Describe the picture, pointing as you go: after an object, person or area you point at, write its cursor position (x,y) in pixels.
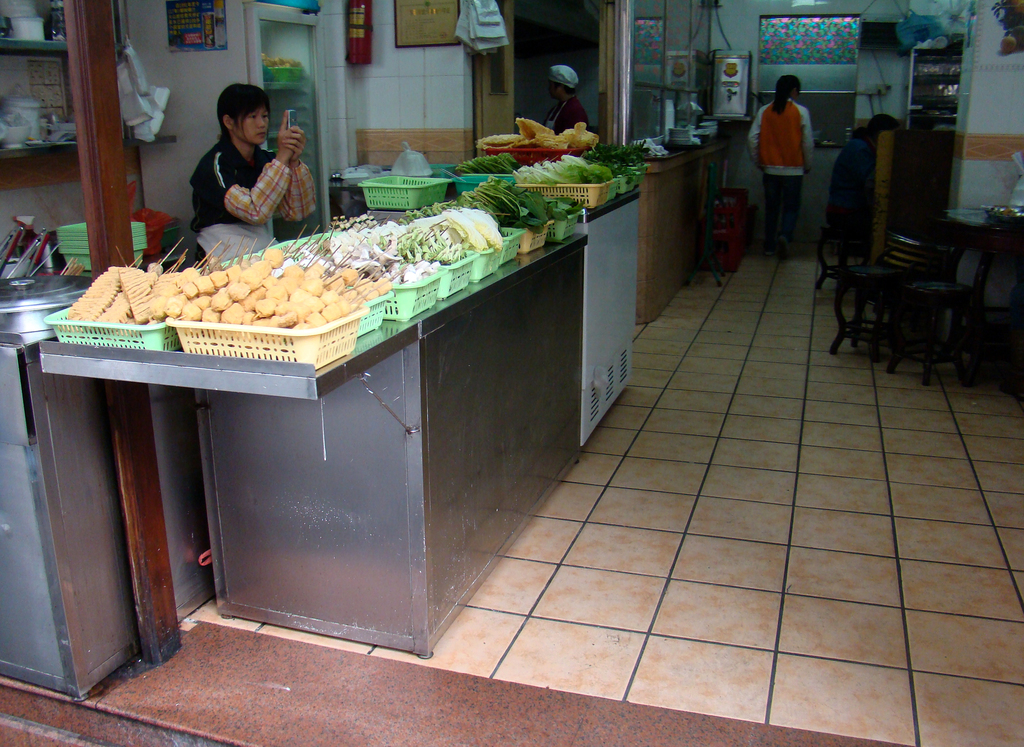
In this picture there is a lady (215,229) who is sitting at the left side of the image (289,200) by holding a cell phone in her hand (279,154), there are chairs (963,369) and table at the right side of the image (874,240), it seems to be a vegetable shop (312,347).
